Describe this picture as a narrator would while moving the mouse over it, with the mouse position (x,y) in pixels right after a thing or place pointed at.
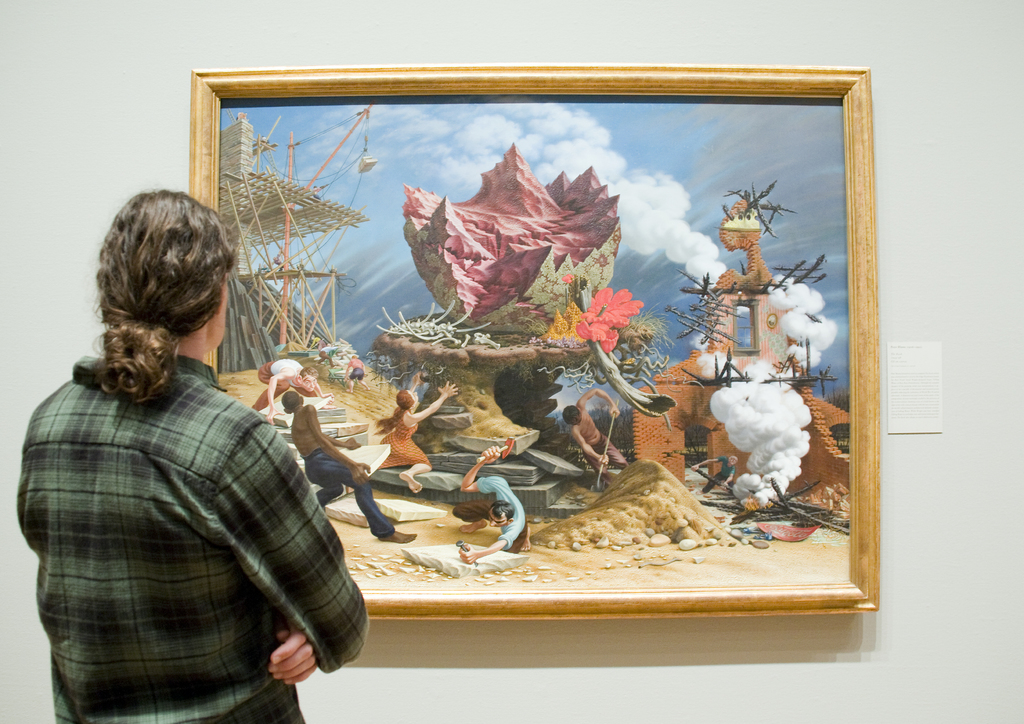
In this image we can see a person (289,532) wearing a shirt (113,487) is looking at a photo frame (255,115) on the wall (991,333). In the photo (514,275) we can see group of people (503,531) standing on the ground (325,375). One person (499,498) is holding a hammer (505,454) in his hand (487,455). One woman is reaching toward a rock (489,361) with her hand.
